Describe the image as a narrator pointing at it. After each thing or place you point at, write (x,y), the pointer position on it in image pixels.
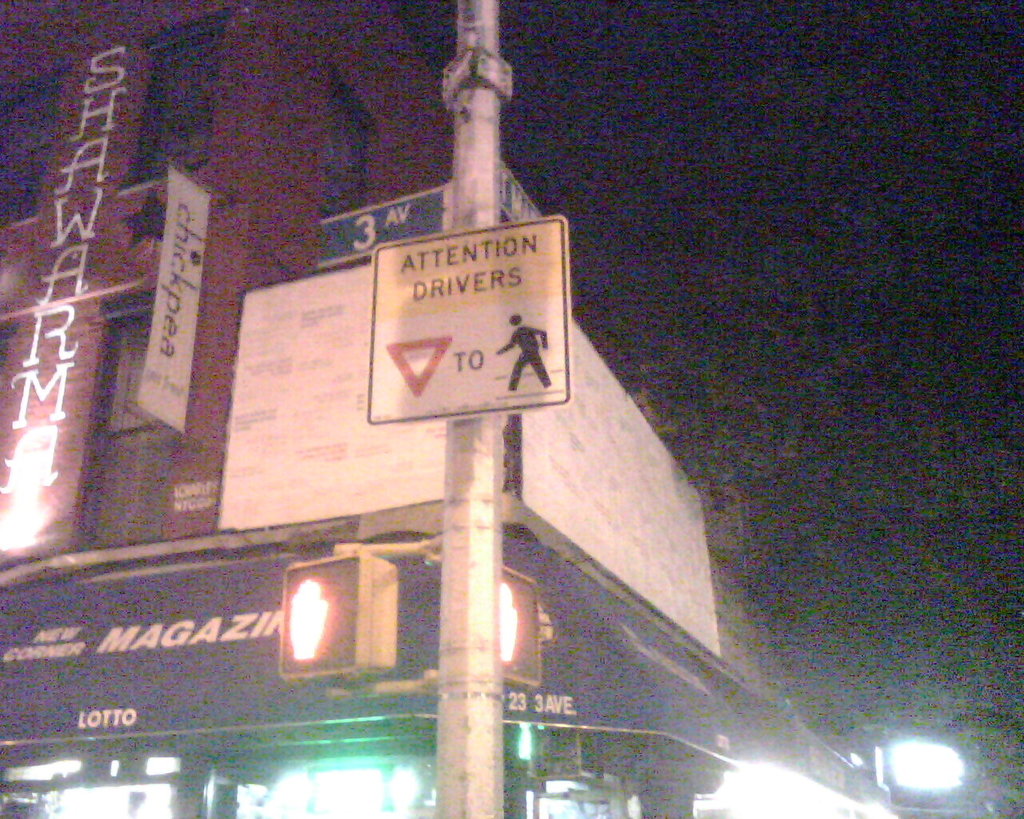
In this picture in the front (496,669) there is a pole (465,630) and on the pole (445,647) there is a board (469,339) with some text (477,256) and image (517,361). In the background (311,350) there is a building (395,528) and on the building (682,639) there are boards (555,613) with some text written on it and there are lights (389,627).
